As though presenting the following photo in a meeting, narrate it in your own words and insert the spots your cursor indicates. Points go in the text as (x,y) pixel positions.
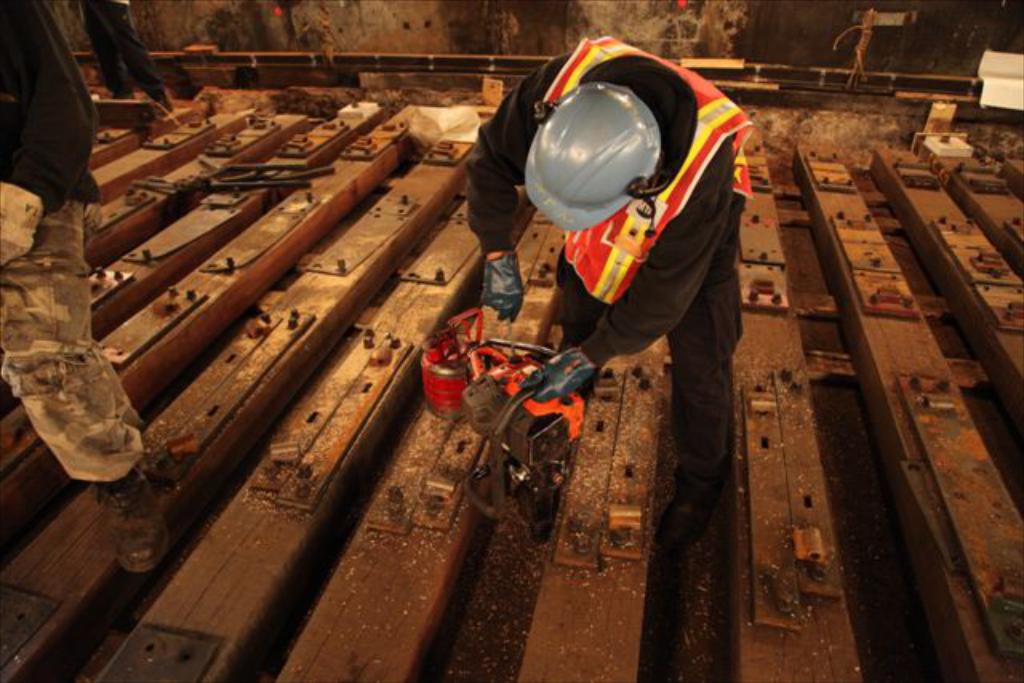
There are two persons (46,75) standing towards left side (4,223). And in the foreground (691,145) there is a person (629,122) holding a machine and wearing a black shirt (647,307), And there are wooden logs (898,266) in the foreground (914,535). And there is wall (657,4) in the background (811,46).
